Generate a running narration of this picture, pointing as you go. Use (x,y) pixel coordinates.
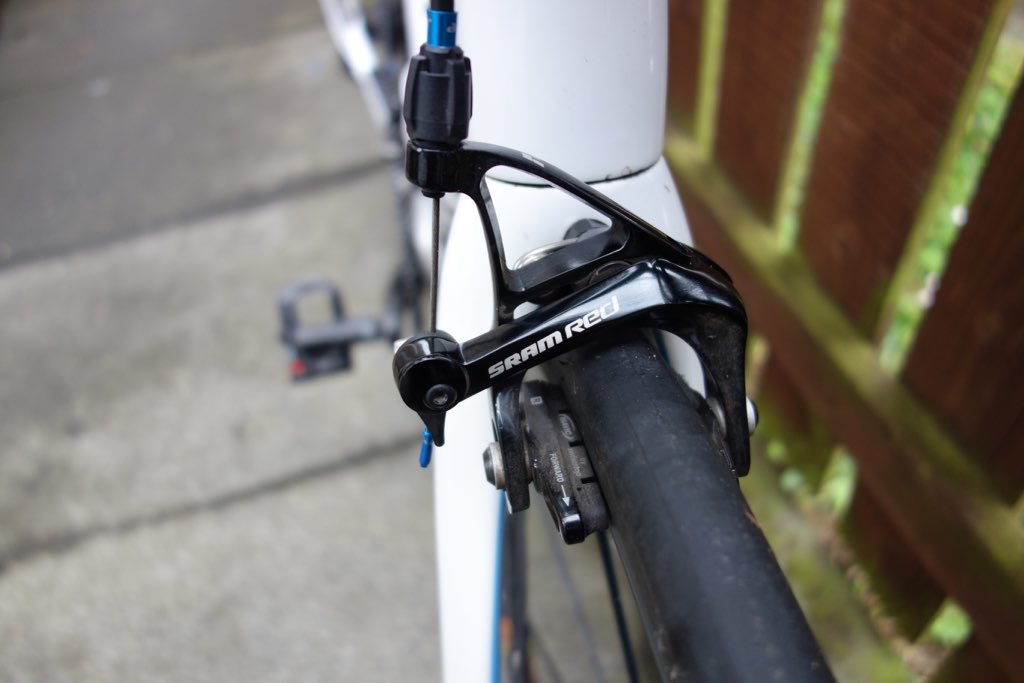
In this image I can see a bicycle (508,341) with some text (574,333) written on it. On the right side (810,337), I can see the wooden railing (871,362).
